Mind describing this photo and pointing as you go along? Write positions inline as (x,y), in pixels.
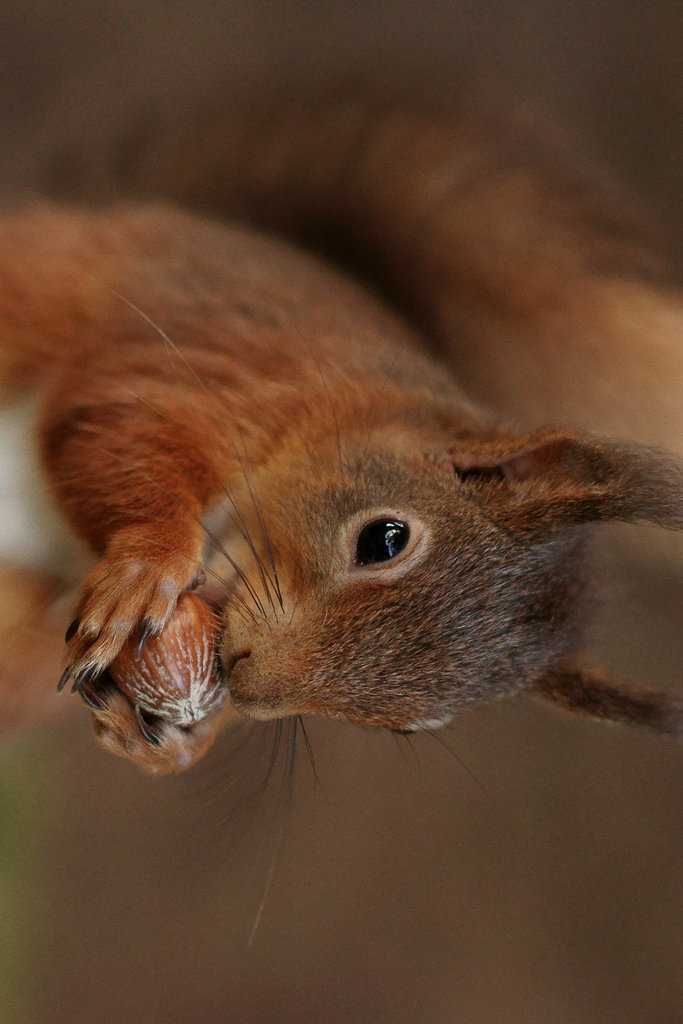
Background (3,161) portion of the picture is blur. In this picture we can see a squirrel (202,447) having food (191,702).
